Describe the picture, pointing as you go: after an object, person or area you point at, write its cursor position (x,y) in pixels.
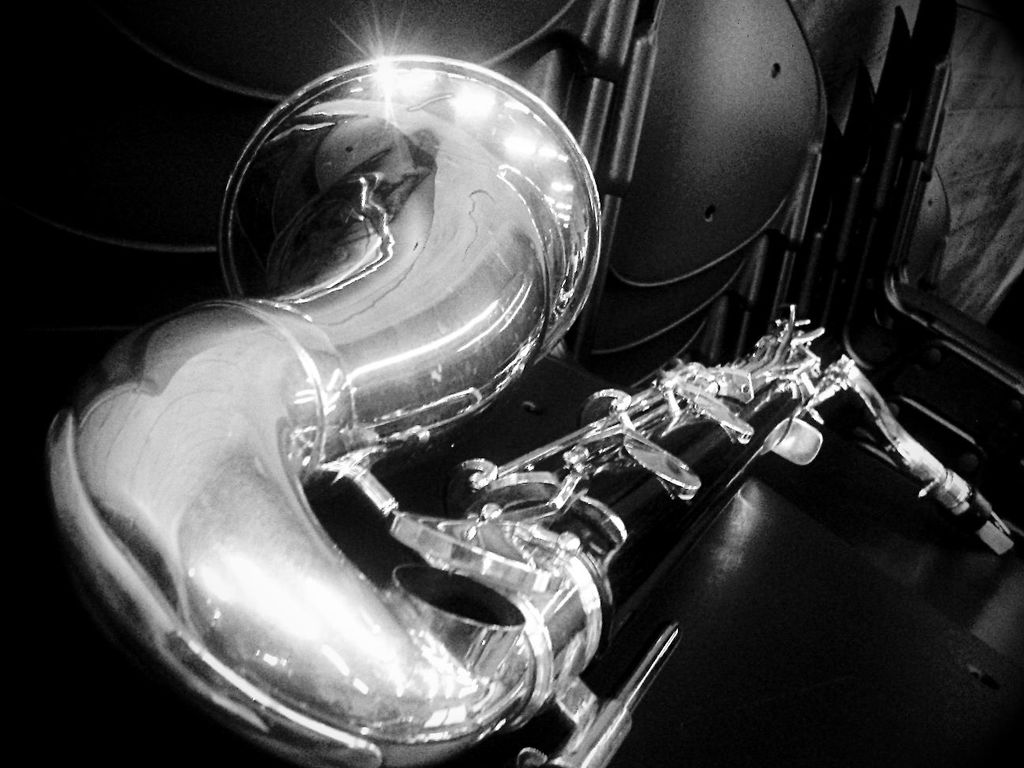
This is a black and white image. In this image we can see bass clarinet (512,580) placed on the chairs (625,677).
